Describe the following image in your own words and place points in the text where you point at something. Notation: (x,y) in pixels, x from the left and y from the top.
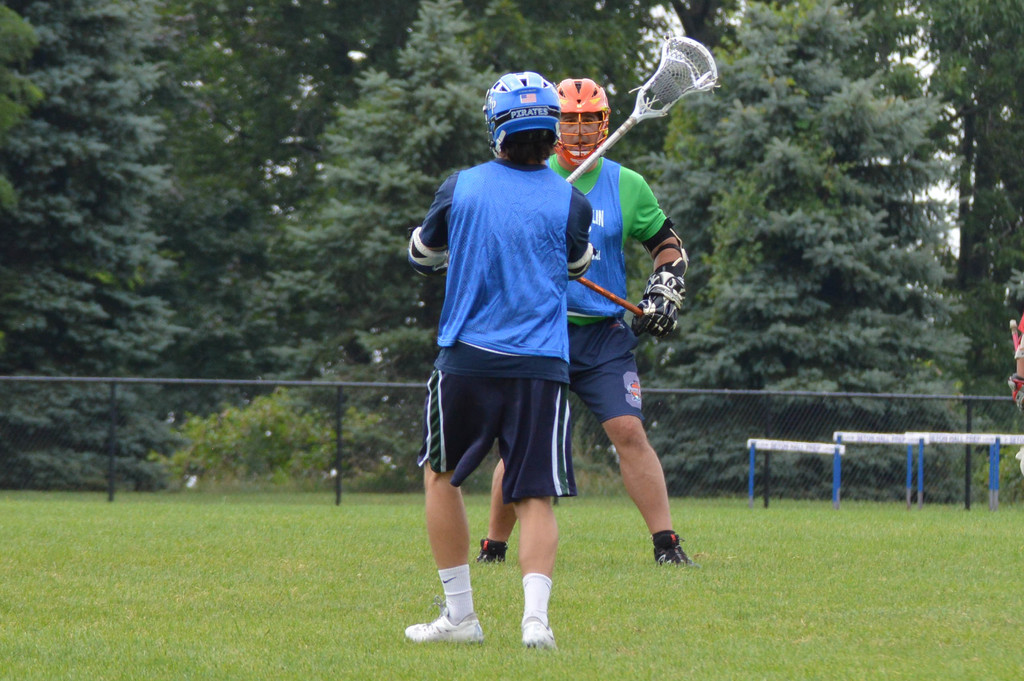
In this image I can see a person (505,297) wearing blue colored jersey (505,304) and another person (584,291) wearing green and blue colored dress (616,255) are standing and holding few objects (633,125) in their hands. I can see both of them wore helmets (547,127). I can see some grass (822,583) and the metal fencing (900,454). In the background (622,139) I can see few trees (843,220) which are green in color.
